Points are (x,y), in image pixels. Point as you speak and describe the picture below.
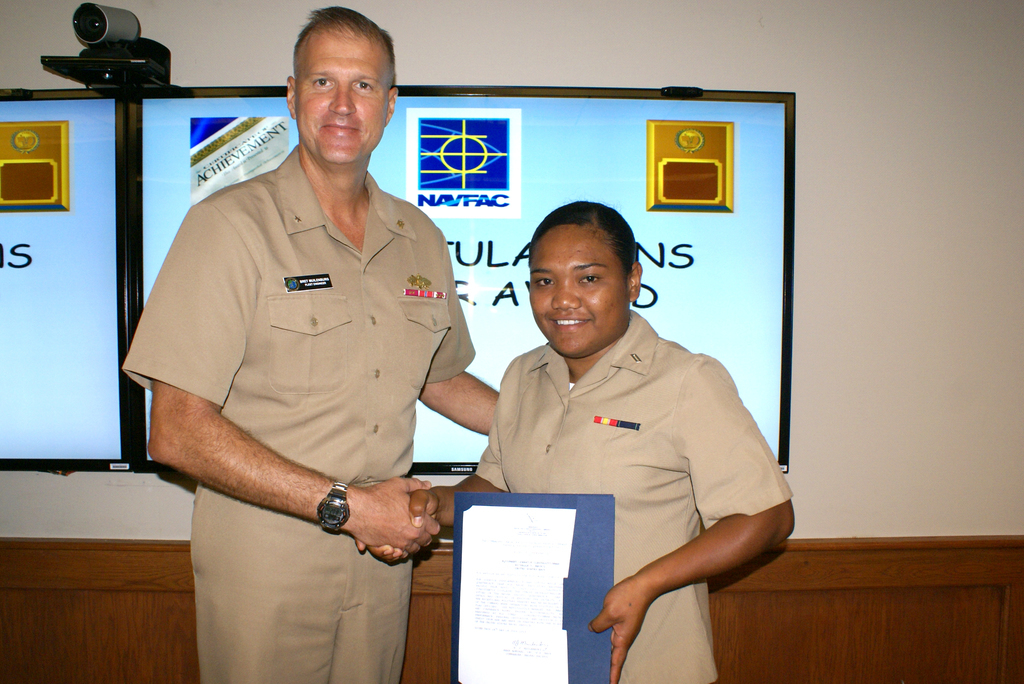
In this picture we can see two persons (291,436), they are smiling and in the background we can see a wall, screens (25,159).
